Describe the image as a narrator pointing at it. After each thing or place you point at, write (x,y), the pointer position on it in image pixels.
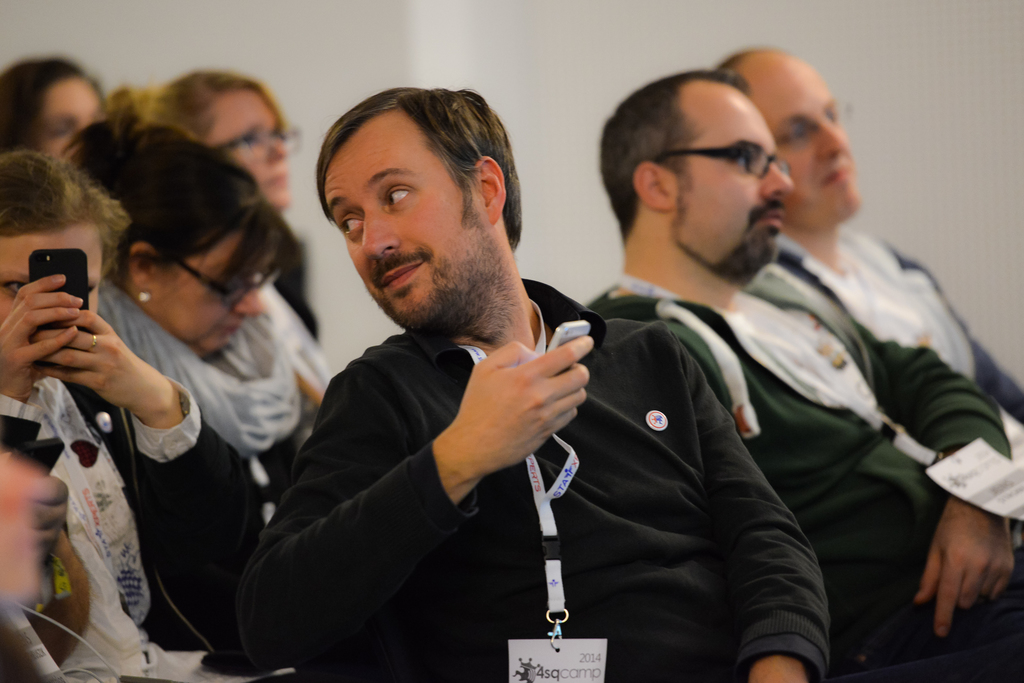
This is an inside view. Here I can see few people (286,400) sitting facing towards the right side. There is a man (457,399) holding a mobile (560,337) in the hand (561,357) and looking at the woman (30,246) who is on the left side (42,321). This woman (60,303) is holding a mobile (70,291) in the hands (80,341) and looking into the mobile (44,274). In the background (356,48) there is a wall (316,37).
